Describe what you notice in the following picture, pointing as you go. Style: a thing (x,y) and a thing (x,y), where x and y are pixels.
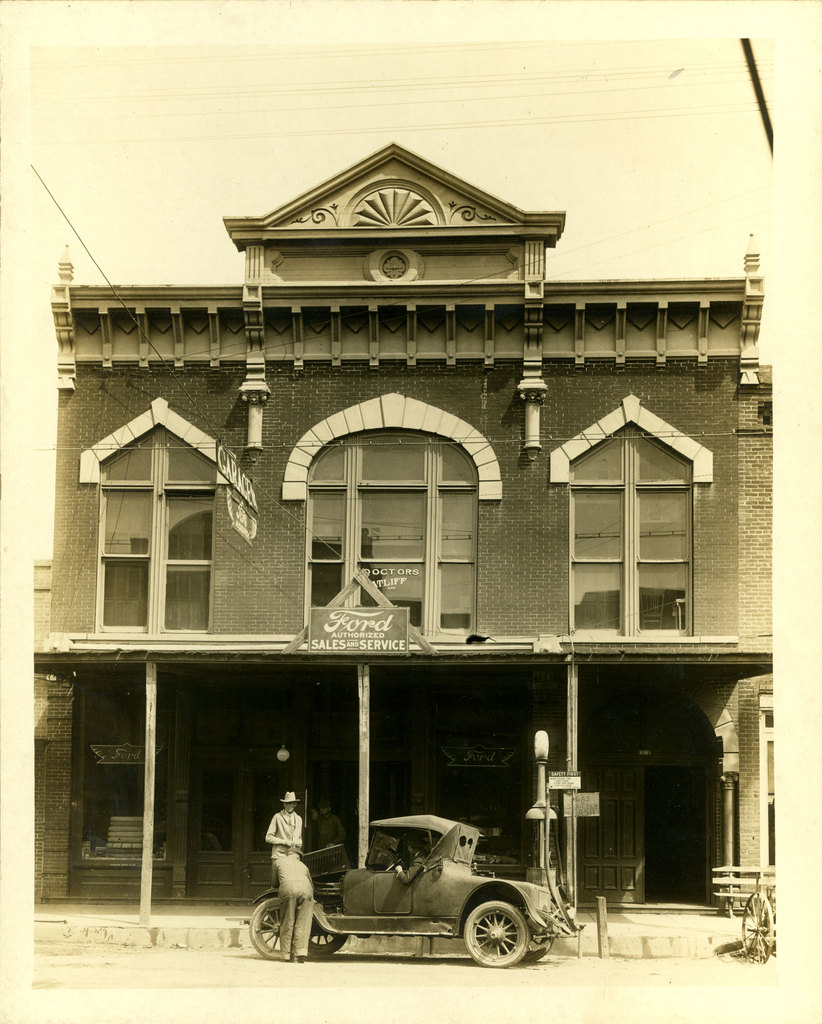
In this image there are 2 persons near a car (331,936), and background (397,697) there is a building (398,708), name board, sky (641,157).
